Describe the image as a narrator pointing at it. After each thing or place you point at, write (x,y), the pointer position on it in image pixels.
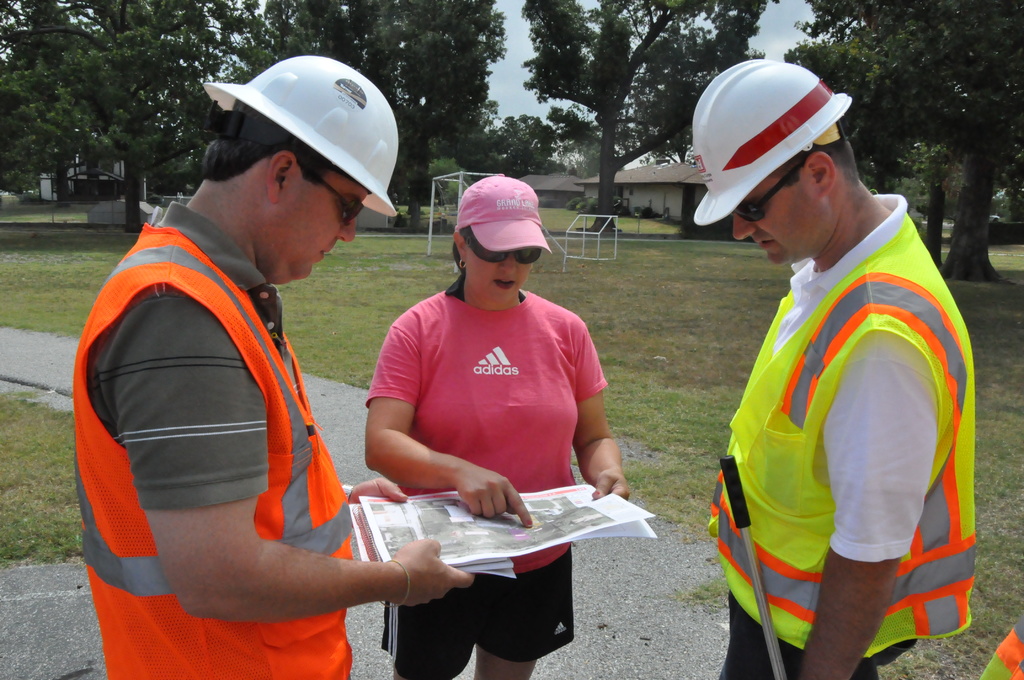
In the image there are three people (755,454) standing in a ground (343,294) and the woman (515,442) who is standing in the middle (542,446) is explaining something from a paper (625,515) and around them there are plenty of trees (530,125) and two houses (595,182).
